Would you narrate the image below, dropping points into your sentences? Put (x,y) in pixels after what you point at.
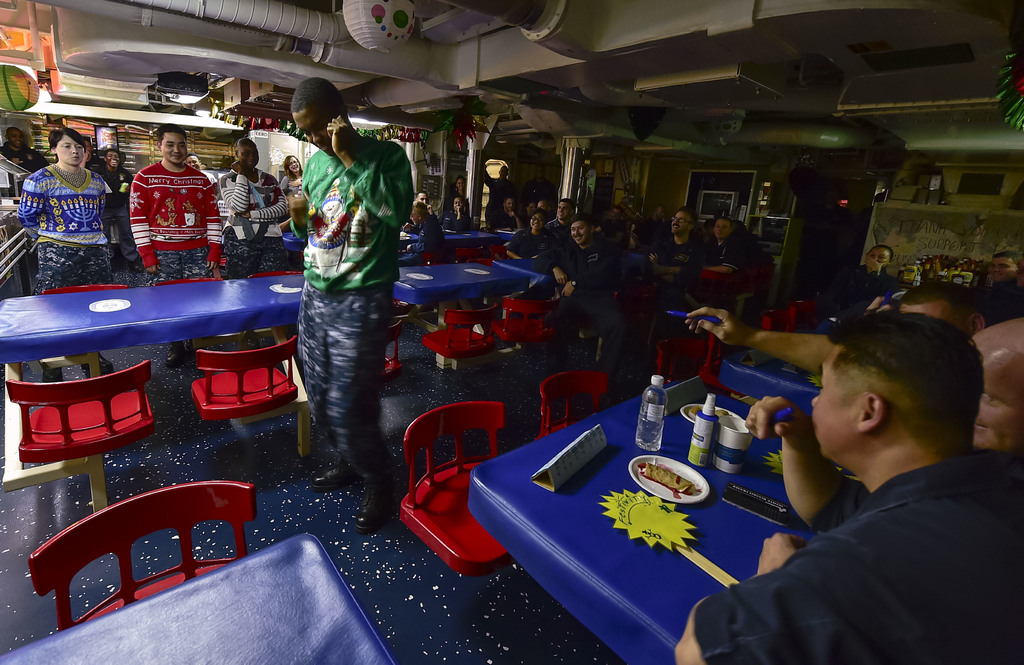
In the image there are people (329,312), tables (281,312), chairs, food items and the background (721,178) there is a wall (693,171), television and there are some paintings (898,223) and posters (898,223) in front of the wall (663,191).
